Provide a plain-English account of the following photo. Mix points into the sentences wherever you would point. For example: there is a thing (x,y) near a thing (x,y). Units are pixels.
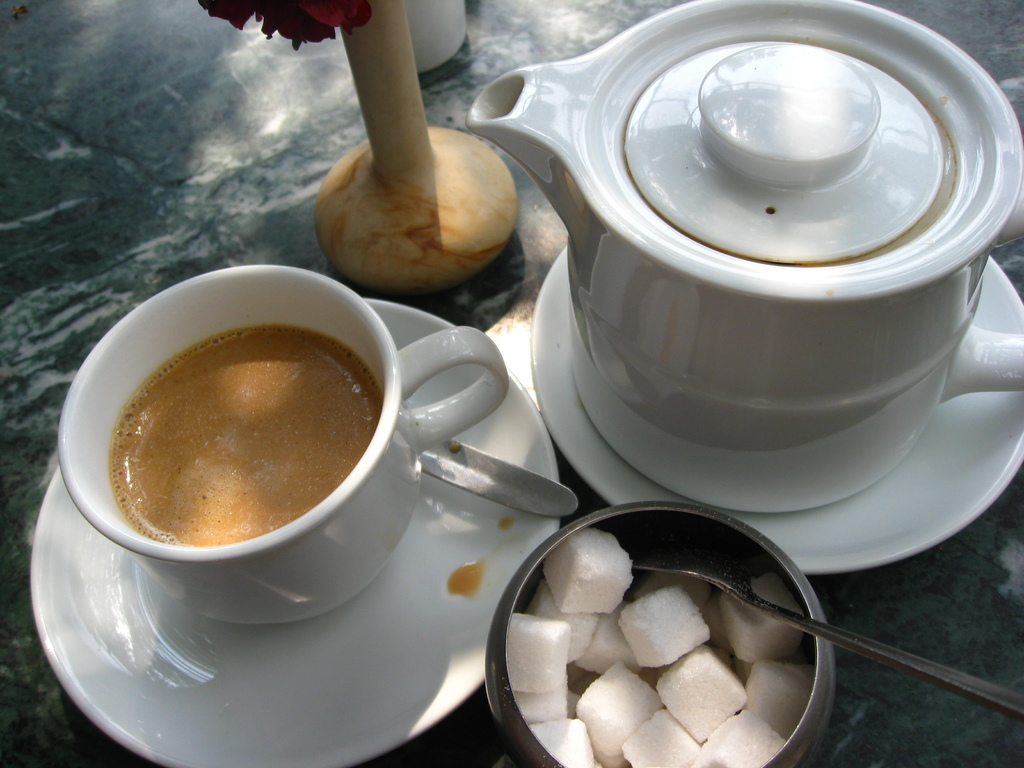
In this image we can see a group of dishes (585,367) placed on a table (899,730) with spoons (499,487) and a flower vase (399,122).
